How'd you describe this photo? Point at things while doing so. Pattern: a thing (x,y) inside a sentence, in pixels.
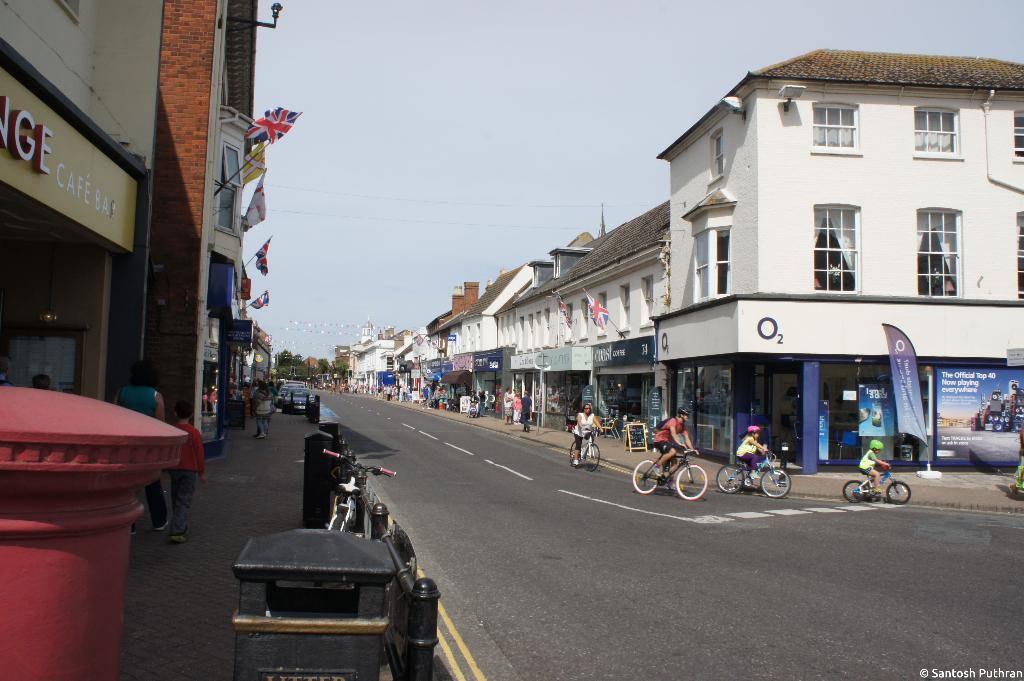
In this image there is a road (453,488) in the middle (380,433). There are buildings (411,376) on either side of the road (745,550). On the road (650,550) there are few people (678,447) who are cycling on it. On the left side (268,490) there is a footpath (215,502) on which there are vehicles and few people (265,404) walking on it. At the top (276,134) there are few flags (261,140) attached to the buildings (209,165). At the top (496,72) there is the sky (496,72). On the right side (910,379) bottom there is a banner (906,359) in front of the store (774,391).
